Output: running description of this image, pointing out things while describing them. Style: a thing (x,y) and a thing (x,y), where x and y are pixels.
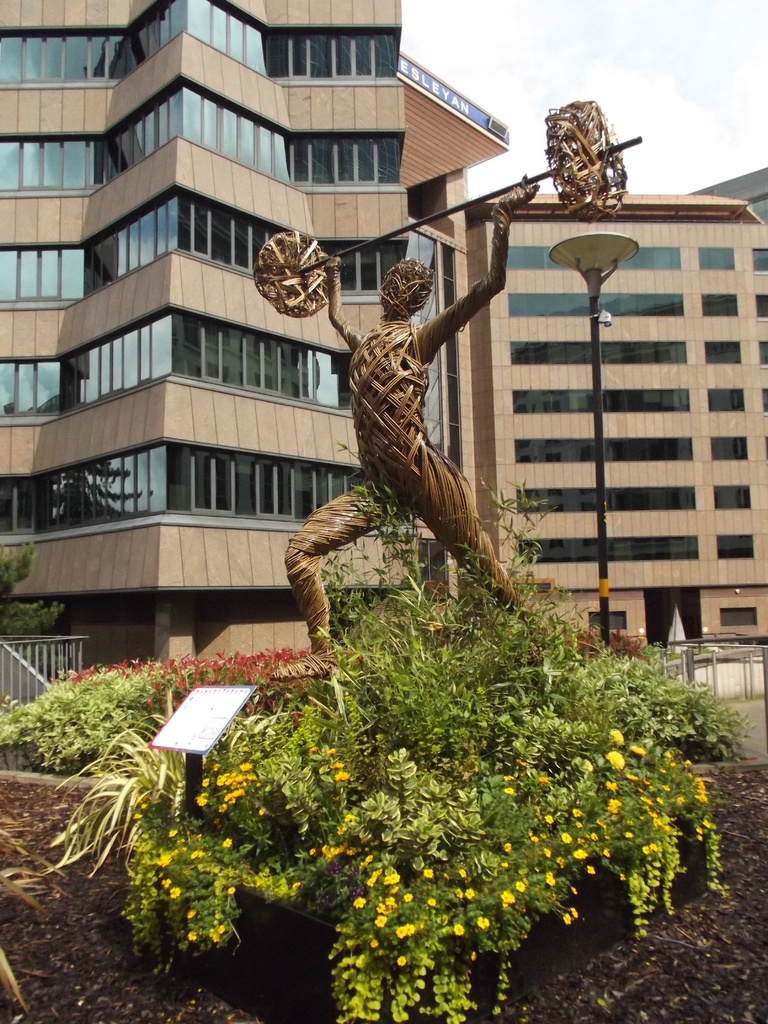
This picture shows few buildings (346,217) and we see plants (319,782) flowers (374,880) and a statue (399,363) and we see a pole light (593,270) and a cloudy Sky (557,66).
